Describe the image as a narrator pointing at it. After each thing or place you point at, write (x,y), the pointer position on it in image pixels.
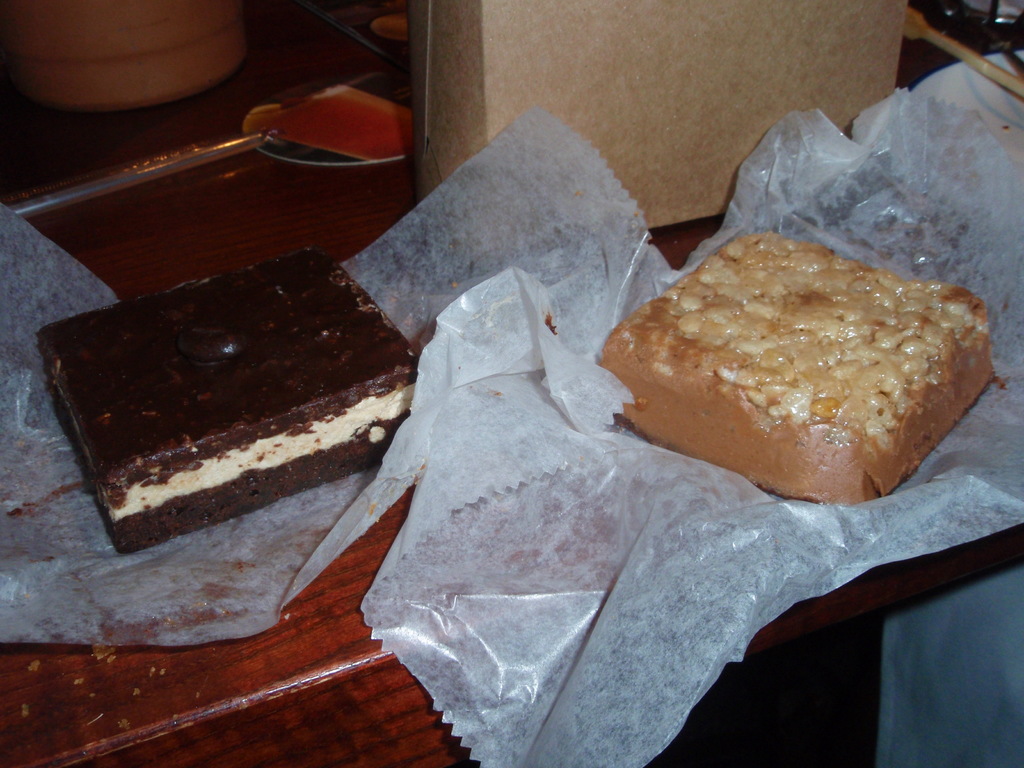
In this image we can see food items (668,398) on the papers (743,589), plate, and other objects (638,96) on a table (64,697).
